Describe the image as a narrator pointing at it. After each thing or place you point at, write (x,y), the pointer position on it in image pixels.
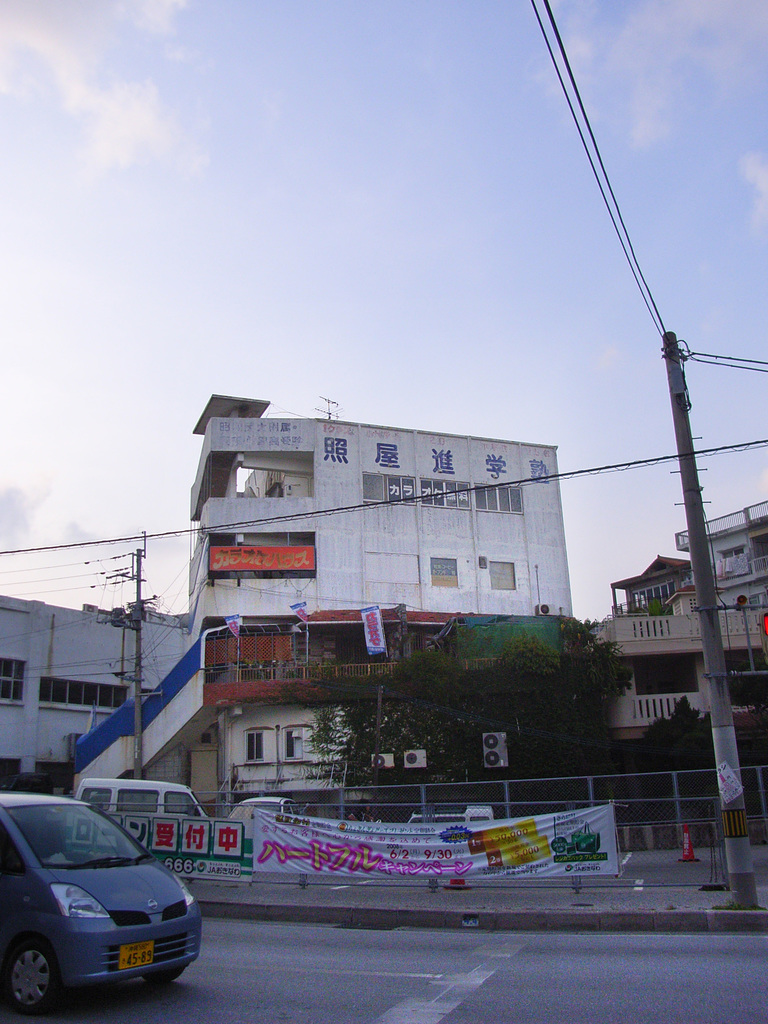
In this image we can see vehicles (122,882) on the roads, banners (305,859) on the welded mesh wires (391,804), poles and wires (112,558). In the background (270,761) we can see trees (409,776), buildings (324,618), windows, air conditioners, hoardings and clouds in the sky (459,20).
